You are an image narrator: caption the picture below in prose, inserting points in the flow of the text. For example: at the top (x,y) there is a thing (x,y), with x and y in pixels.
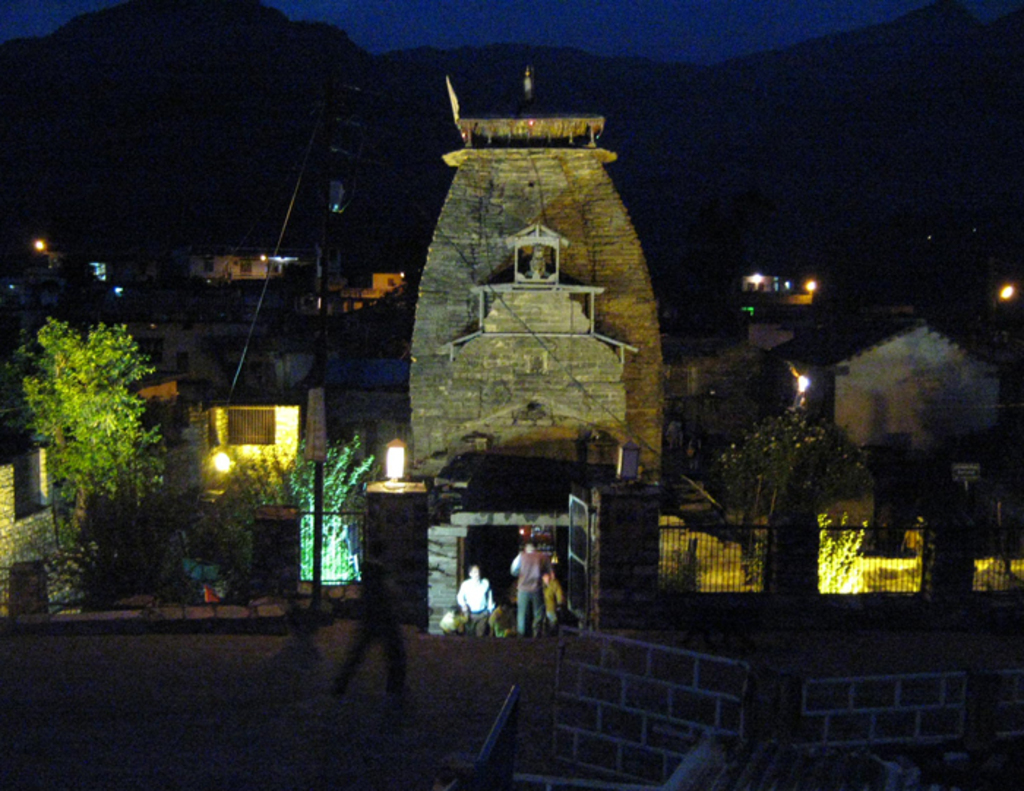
In this image, we can see a few houses (514,306). There are a few people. We can see a pole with some wires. We can see the ground (277,706) and the sky (423,23). There are a few trees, plants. We can see the wall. We can see some lights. We can see some hills (280,99).
